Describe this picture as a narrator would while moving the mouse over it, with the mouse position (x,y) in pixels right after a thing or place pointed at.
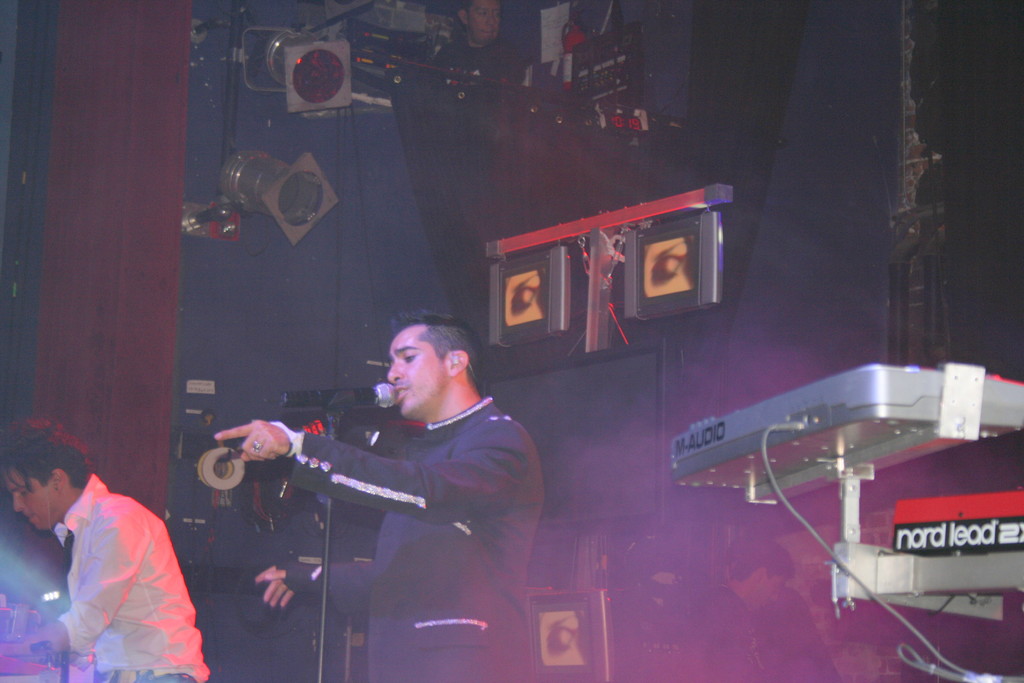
In this image we can see persons (308,440), a microphone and some other objects (300,502). On the right side of the image (960,430) there is an object (766,468). In the background of the image (544,57) there is a person (480,72), lights (342,74) and some other objects (595,92).
